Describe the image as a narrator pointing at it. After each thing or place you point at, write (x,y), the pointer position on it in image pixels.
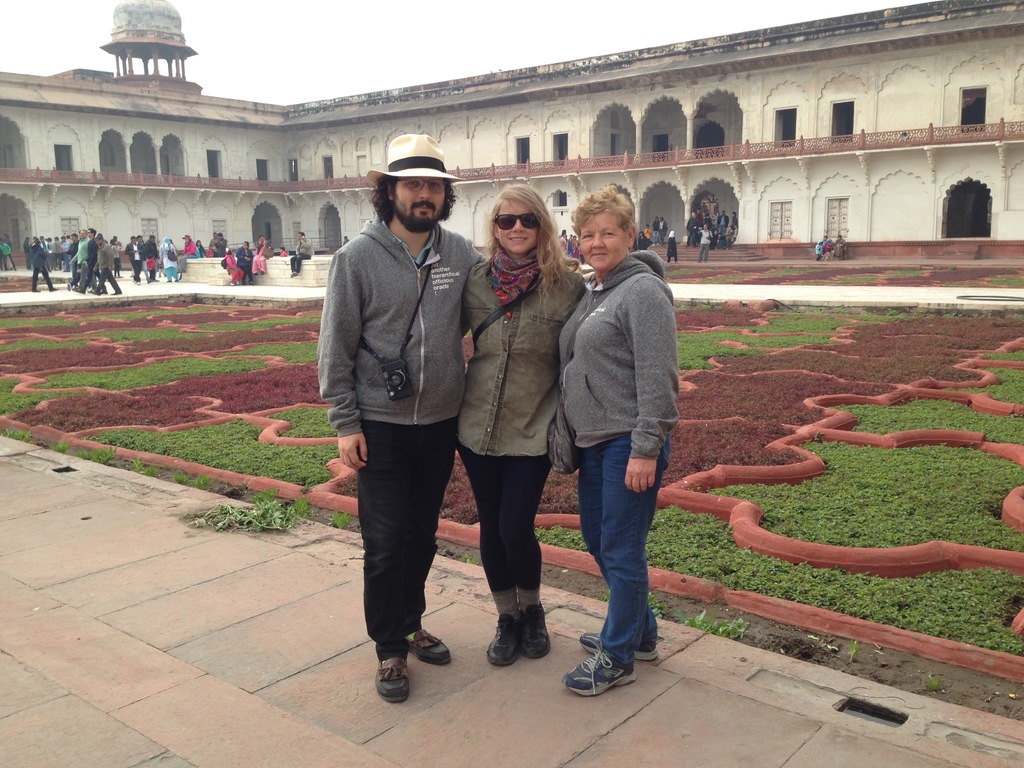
In this image I can see group of people (729,246), some are sitting and some are walking. In front (636,297) I can see three persons (501,298) standing, the person (401,459) at left (340,277) is wearing grey and black color dress (414,436) and I can also see the camera (389,381). Background (677,93) I can see the building (222,101) in white and brown color and the sky (284,20) is in white color.
